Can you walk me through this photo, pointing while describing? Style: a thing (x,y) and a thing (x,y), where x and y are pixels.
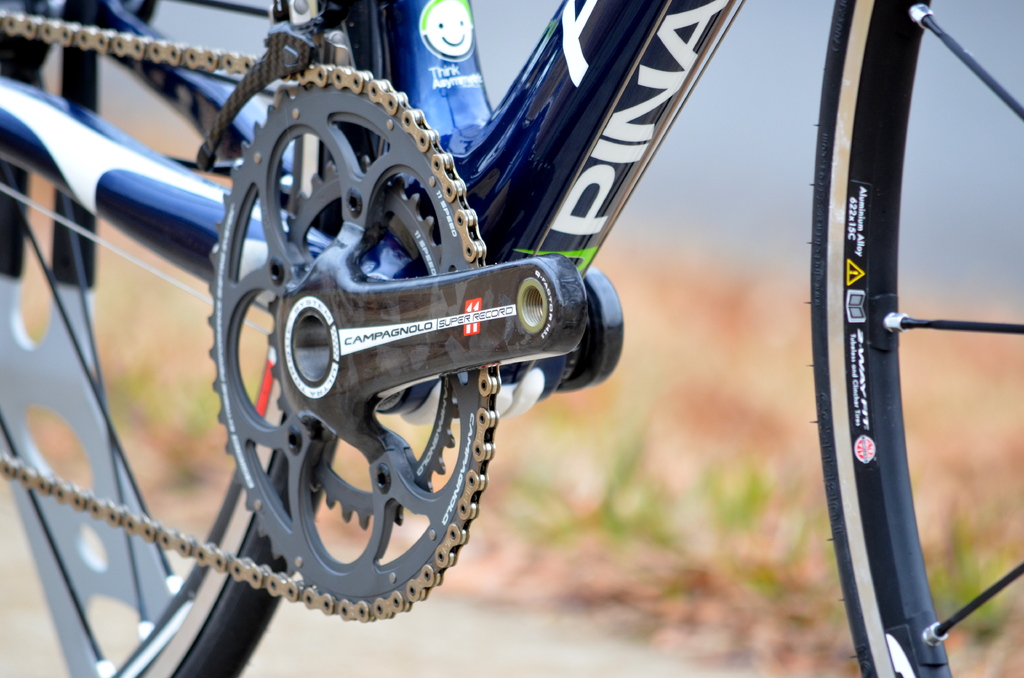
In this image I can see the bicycle (490,217) which is in white and blue color. And I can see the name (572,217) written on it. To the side I can see the grass (669,354) and the sky (652,202) but it is blurry.
